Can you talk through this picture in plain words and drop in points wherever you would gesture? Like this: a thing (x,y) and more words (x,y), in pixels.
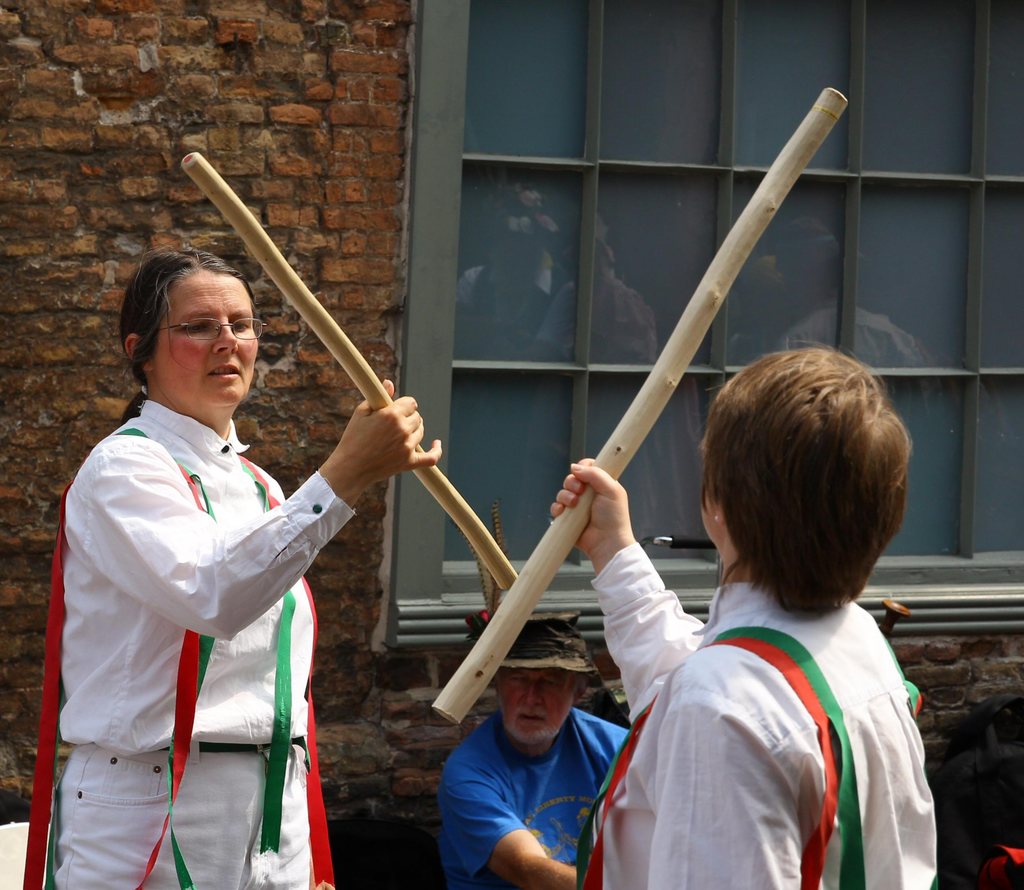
In this image we can see two persons (736,750) in a white dress (716,749) holding wooden sticks (379,415) and standing. Background (332,404) there is one wall (346,400) with glass window (933,618), one man (524,786) in blue T-shirt (571,740) with hat (551,657) sitting near the wall (374,764) and some objects (13,848) near to the wall (229,92).
